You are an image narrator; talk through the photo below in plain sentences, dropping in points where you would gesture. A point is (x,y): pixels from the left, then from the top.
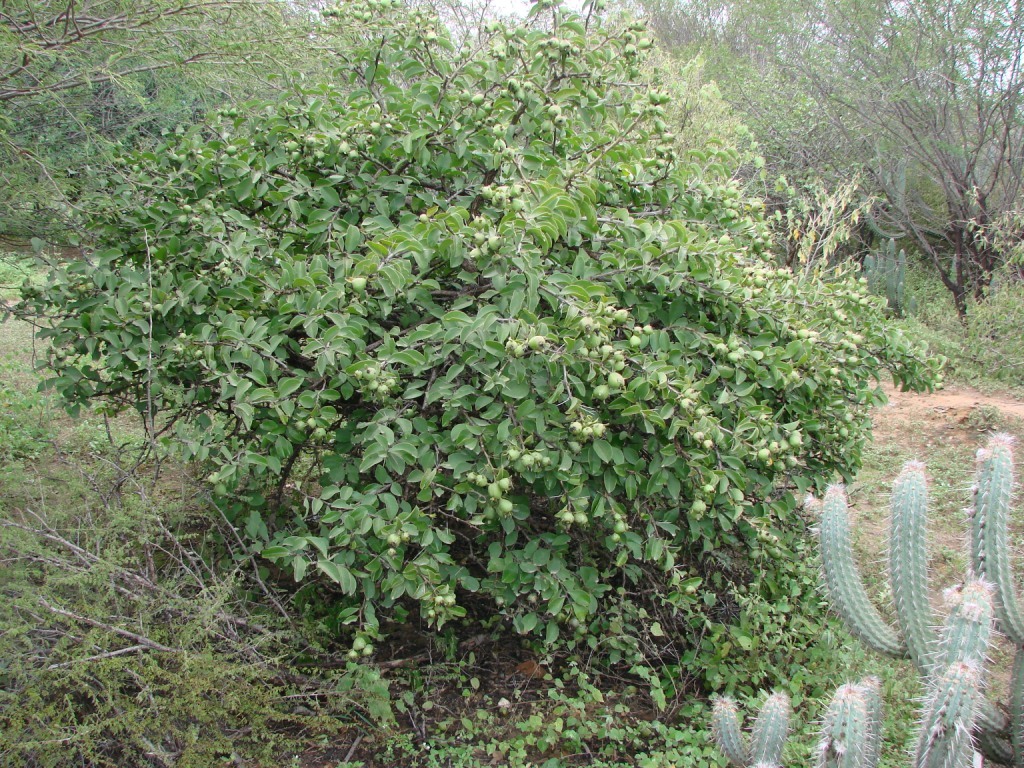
In this image we can see a tree (522,264) with fruits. Also there is a cactus plant (904,608). And there are many other trees (107,66).
